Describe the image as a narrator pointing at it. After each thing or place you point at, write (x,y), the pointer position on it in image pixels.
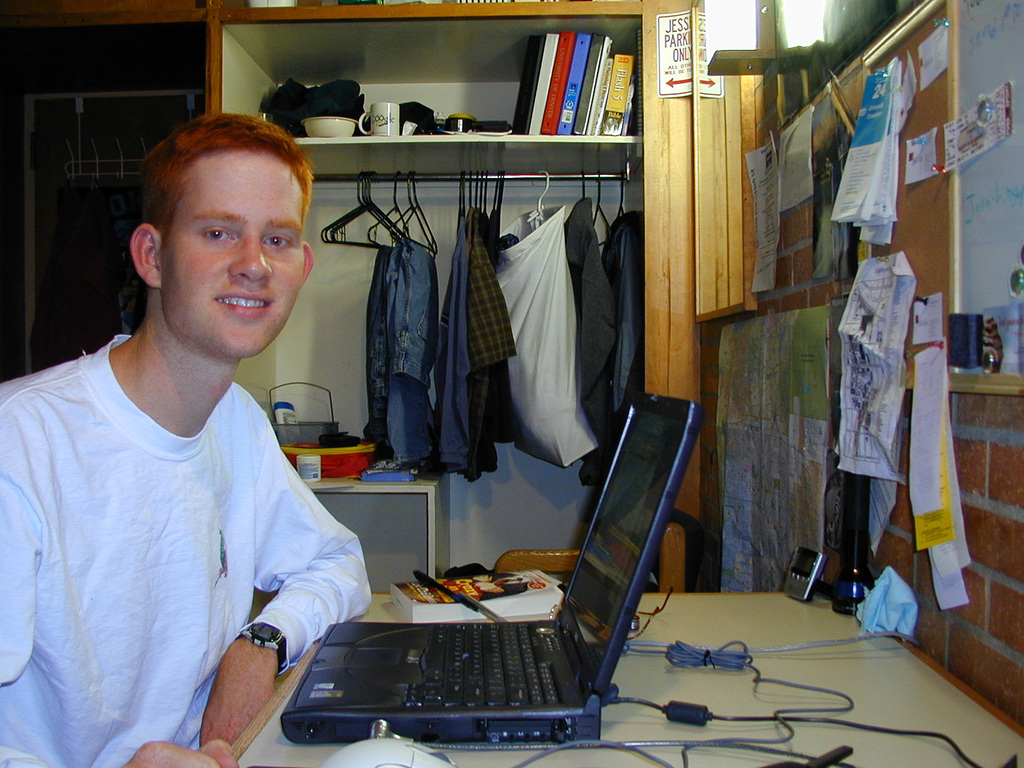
In this picture we can see a man (76,758) smiling and in front of him we can see a laptop (677,448), wires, mouse (410,767), book (537,573) and these all are on a table (722,623), papers (802,517) on the wall (795,243) and in the background (420,172) we can see a bowl (327,133), cup (364,115), books (520,104) in a rack (474,138), clothes (501,303) and some objects (331,429).
